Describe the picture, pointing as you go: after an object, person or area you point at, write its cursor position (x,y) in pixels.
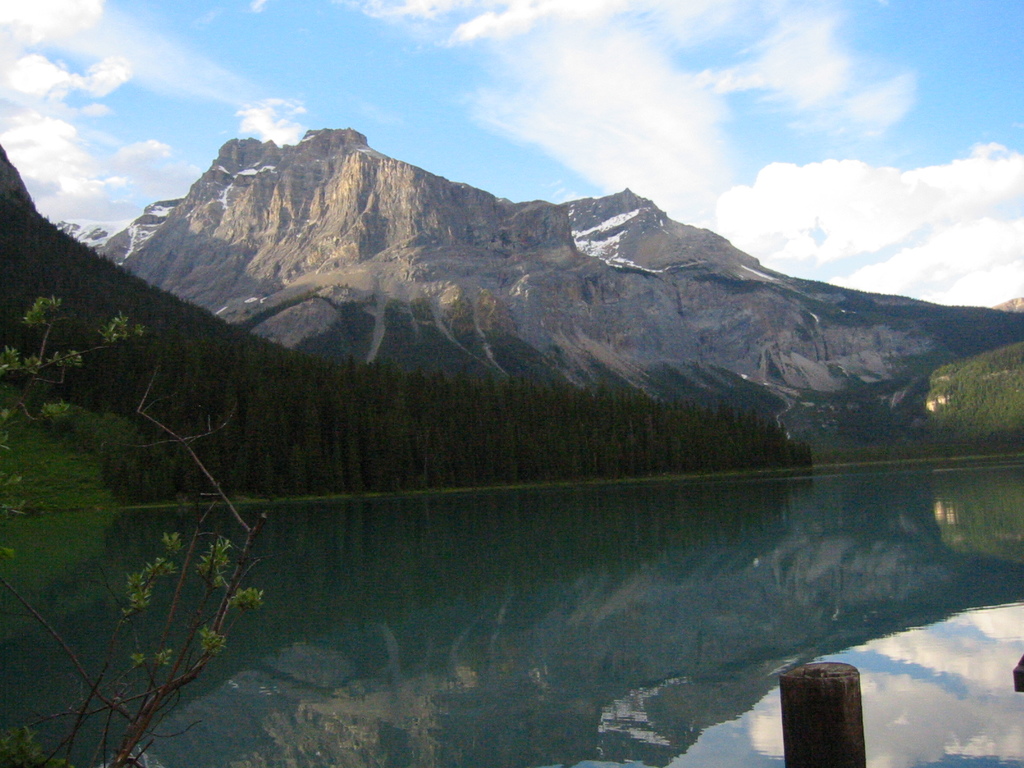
In this image I can see water (444,673), trees (383,456) and mountains (484,273). At the top (509,133) I can see the blue sky (506,74). This image is taken may be near the mountains (877,352).
